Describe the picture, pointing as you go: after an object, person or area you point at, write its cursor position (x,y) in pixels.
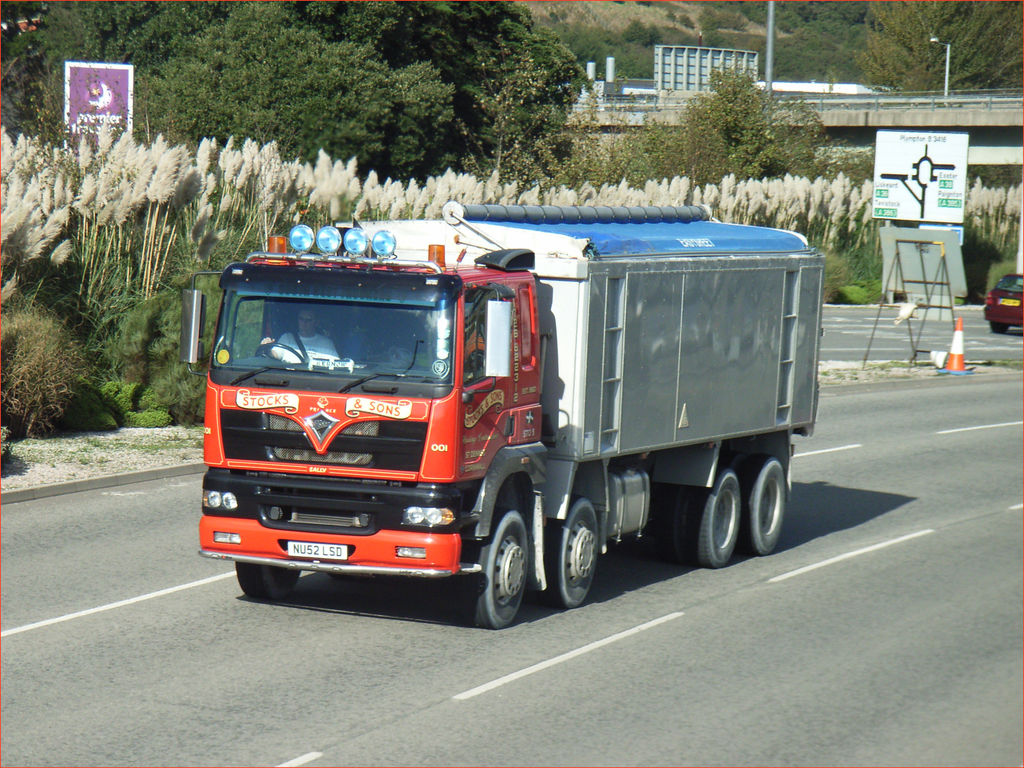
At the top of the image (525,64) we can see street poles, street light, trees (328,51), sign boards (124,107) and footpath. At the bottom of the image (258,541) we can see a motor vehicle (447,395) on the road (459,620) and a person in it, traffic cones (957,357) and stones (892,360).
